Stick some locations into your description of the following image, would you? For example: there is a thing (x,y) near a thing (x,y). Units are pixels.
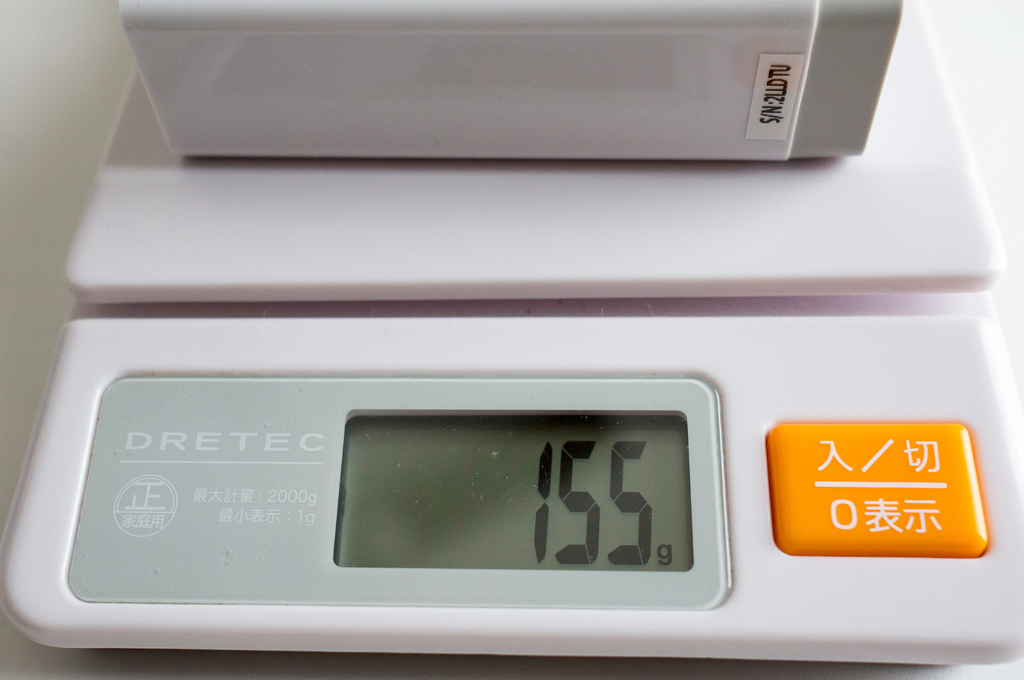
In this picture we can see a digital device (495,368) with an orange button (775,499).
